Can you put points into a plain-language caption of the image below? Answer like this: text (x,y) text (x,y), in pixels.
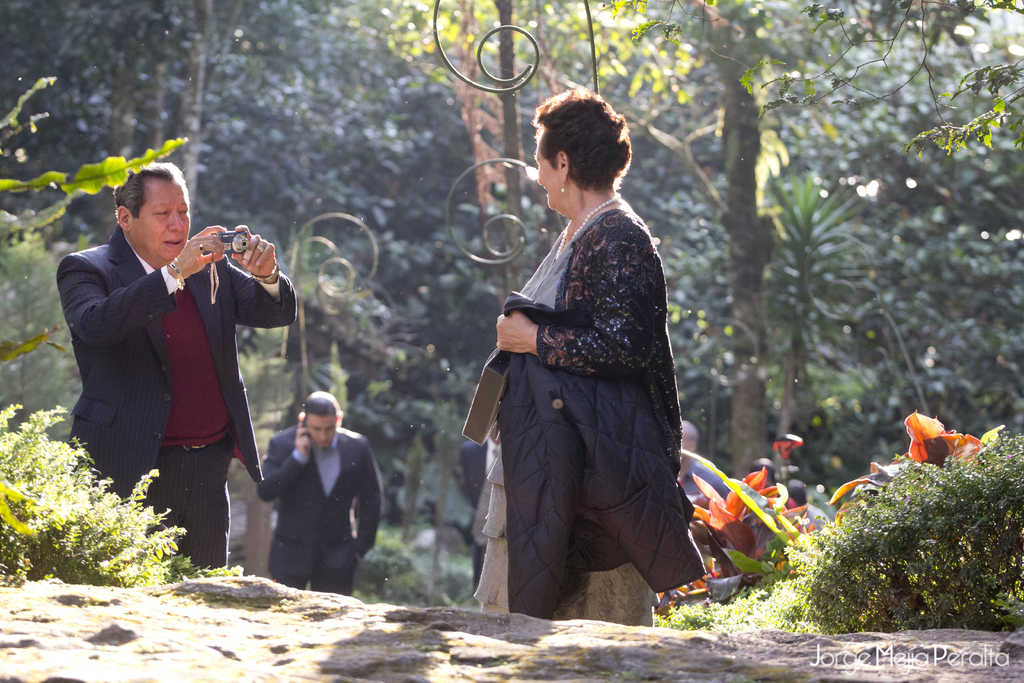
In this image i can see a few people (109,291), there are some plants (380,596), rocks (351,678), in the background (804,365) i can see the trees (663,37).
